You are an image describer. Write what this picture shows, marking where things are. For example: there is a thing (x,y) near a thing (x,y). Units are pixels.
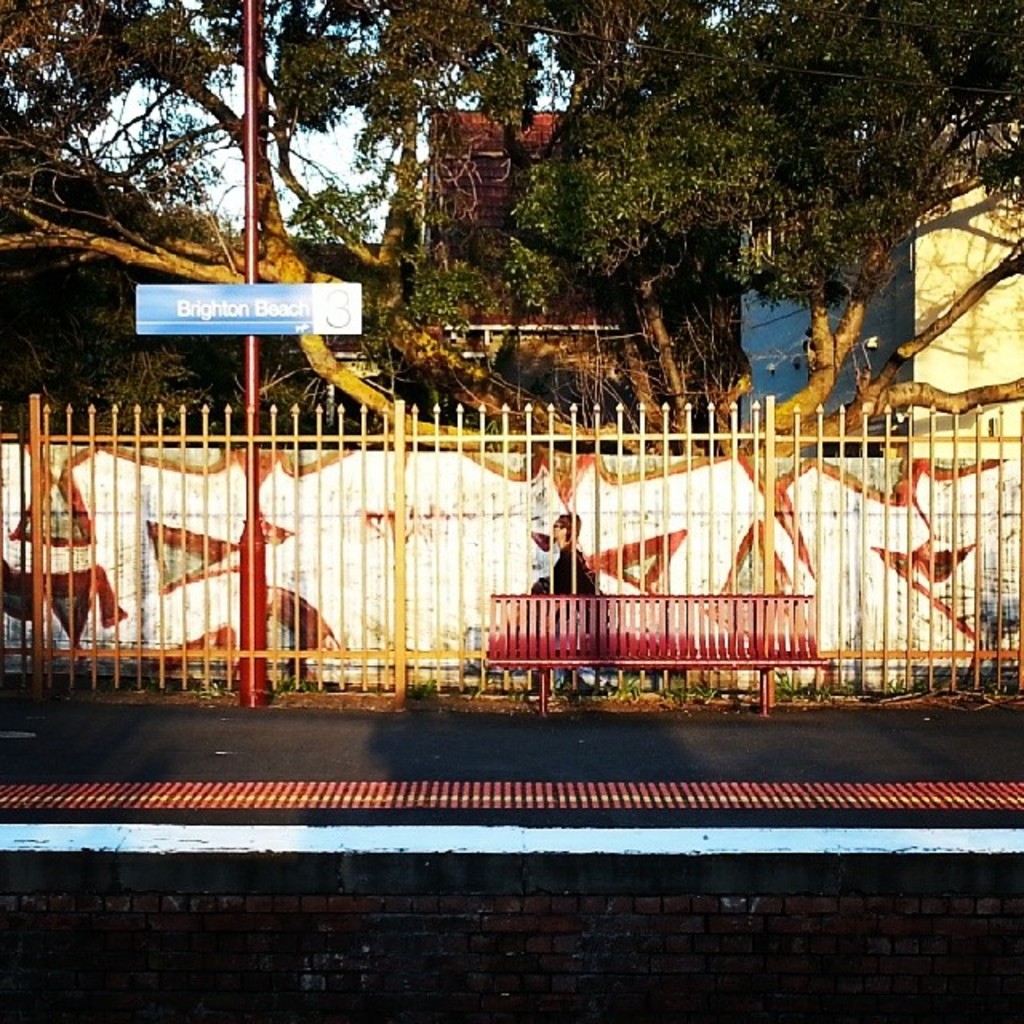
In this image we can see the building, trees (595,256) and the sky (325,166). In front of the building (436,117) we can see the wall (359,525) with a design (494,525) and fence (386,676). And there is the board (217,308) attached to the pole (246,345). We can see the bench (619,634) and road (523,794).
